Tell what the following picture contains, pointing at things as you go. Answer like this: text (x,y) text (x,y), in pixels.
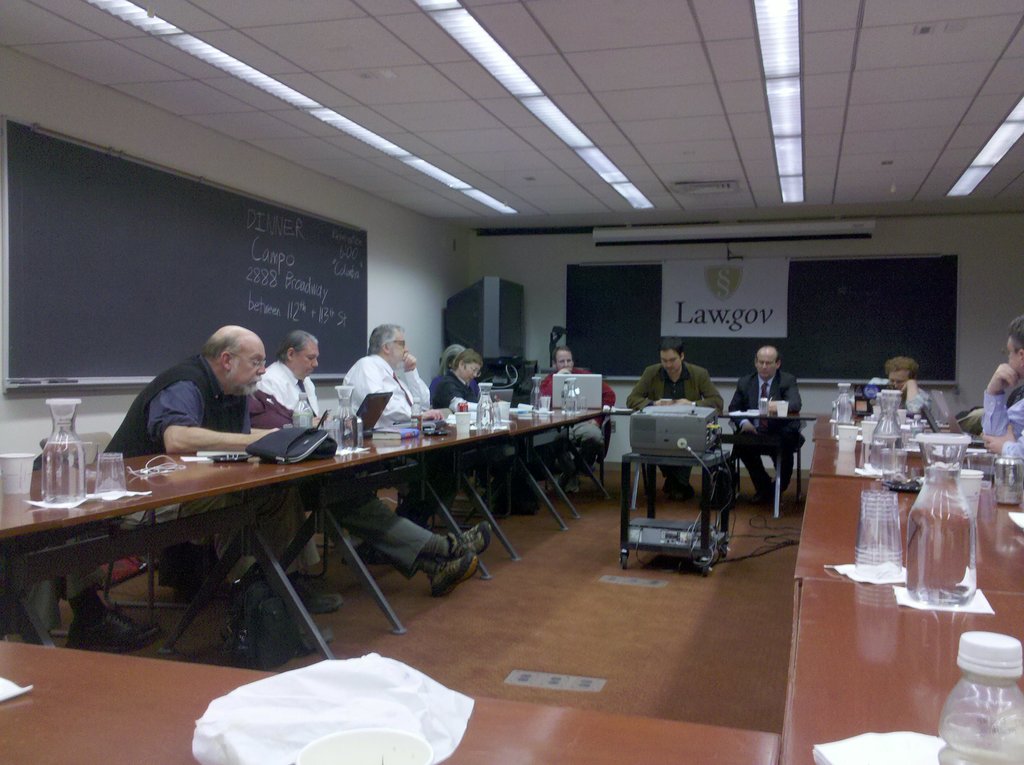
In the image there are few men (204,417) sat in front of table (552,417). This seems to be a conference hall (880,248). There are glass bottles (936,525) and cups (900,521) on the table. On the background (642,332) and on left side (202,294) there is board (302,317), on ceiling (510,144) there are many lights (778,128).
